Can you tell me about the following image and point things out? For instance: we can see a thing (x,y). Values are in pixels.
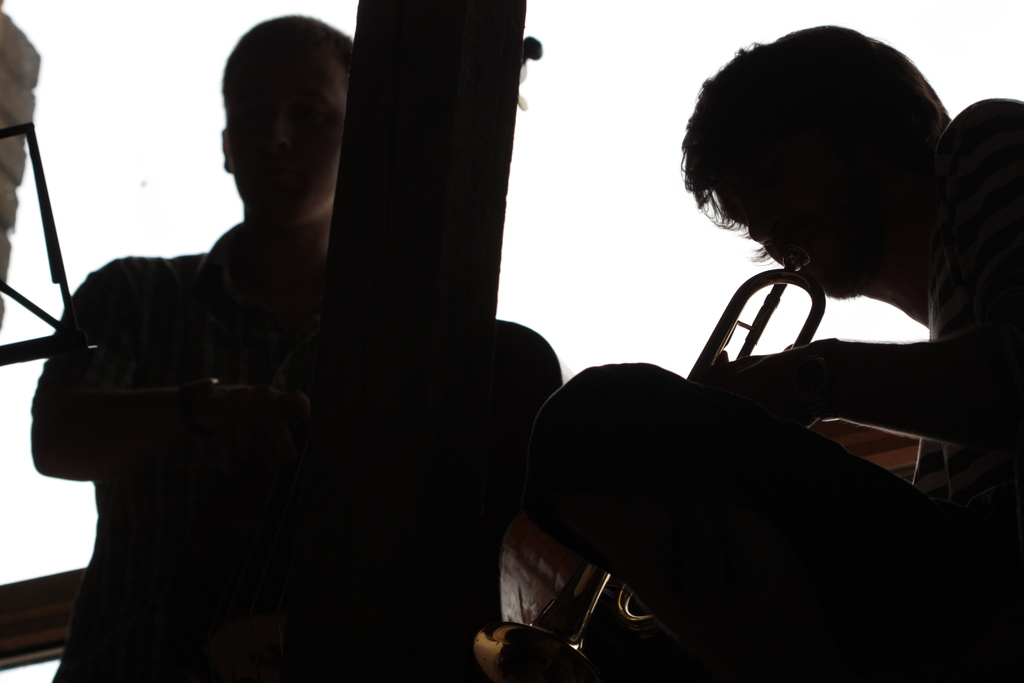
In this image we can see few people (647,482). A person (800,457) playing a musical instrument (593,605) at the right side of the image (778,554). There is an object (52,252) at the left side of the image (16,351). We can see the sky (580,271) in the image.
